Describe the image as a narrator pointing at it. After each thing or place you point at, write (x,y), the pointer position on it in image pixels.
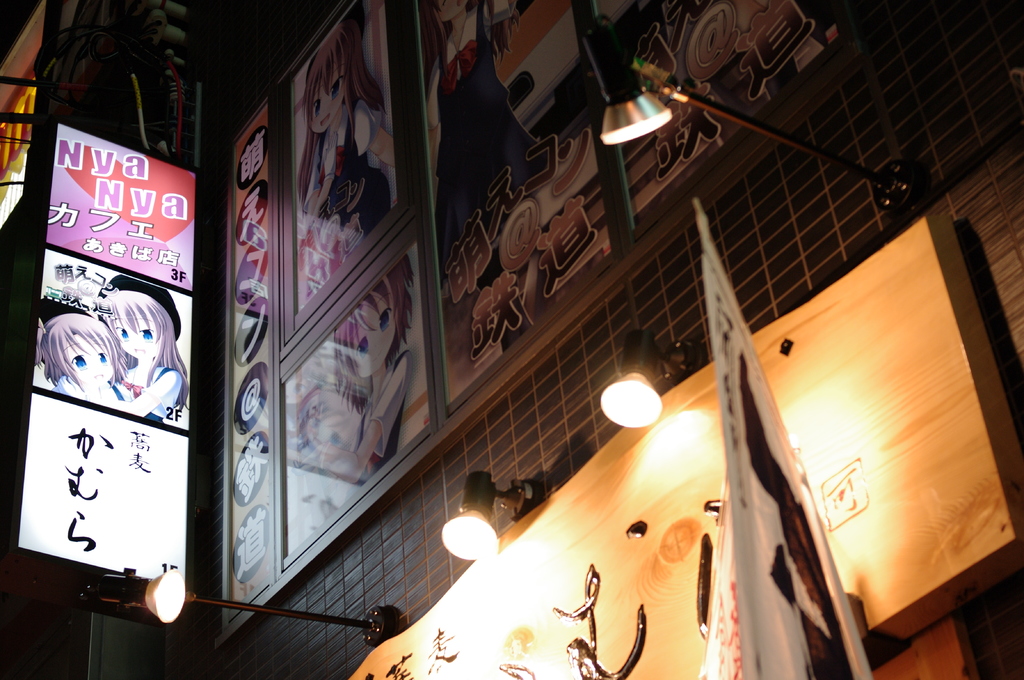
In this image there is a building (557,389), there is a wall (580,405), there are boards (568,151) on the wall (573,419), there is text (171,199) on the boards (416,367), there are women (361,77) on the boards (159,334), there are lights (158,600), there is a flag (788,533) towards the bottom of the image (780,529).
